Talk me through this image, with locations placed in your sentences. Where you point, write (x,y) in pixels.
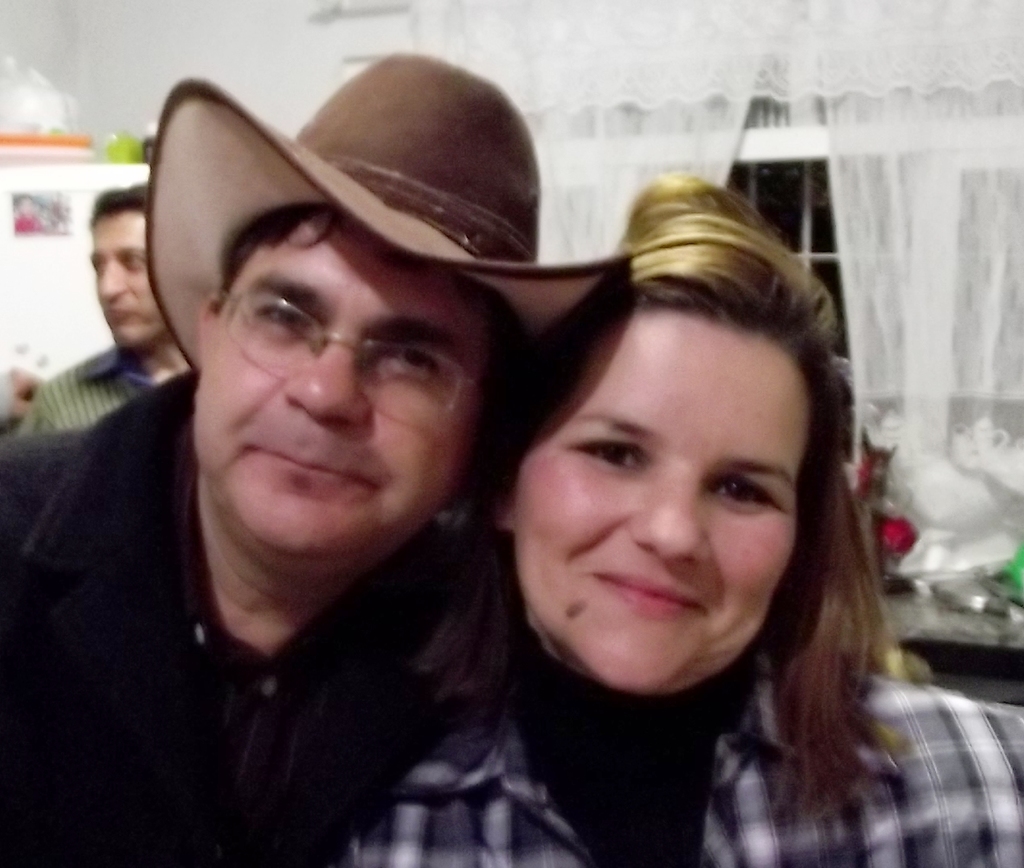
In this image we can see a few persons (641,508), behind them, we can see the white color curtains (871,259) and a window (784,202), on the left side of the image (19,132) we can see some objects (42,147).
